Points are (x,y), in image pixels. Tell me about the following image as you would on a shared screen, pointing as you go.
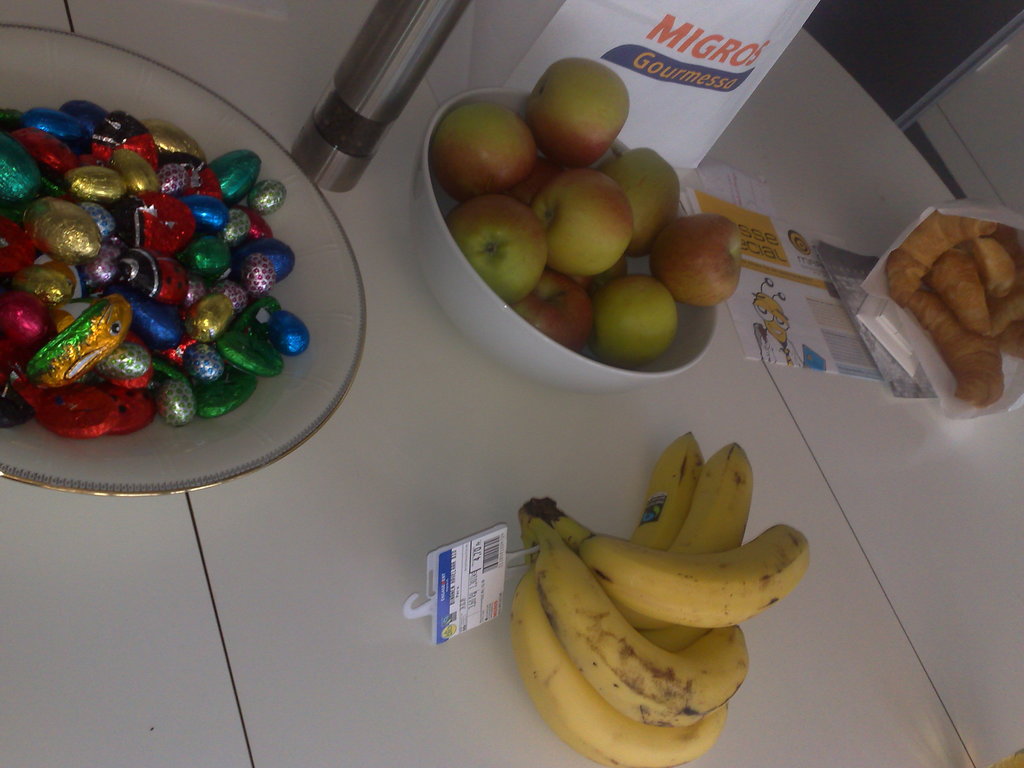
This picture is clicked inside. In the foreground (564,235) we can see a bowl (486,288) containing apples (505,196) and a bowl (22,84) containing chocolates (160,318) and we can see the bunch of bananas (692,545), some food items (970,264) and some papers (831,313) are placed on the top of the white color table (388,582). In the background (967,32) there are some objects (941,132).
